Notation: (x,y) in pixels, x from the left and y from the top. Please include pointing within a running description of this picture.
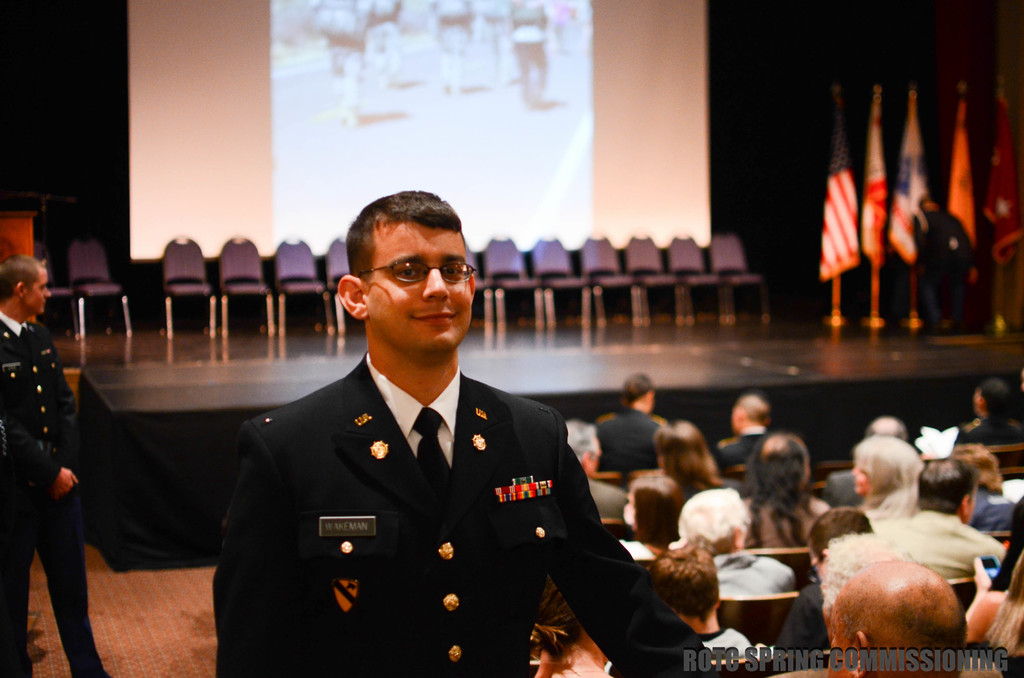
In this image there is an officer (360,525) standing with a smile on his face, behind him there are a few people (749,524) seated on chairs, in front of them there are a few chairs (584,306) and flags (873,280) on the stage (244,332), behind the chairs (596,292) there is a screen (308,208).
